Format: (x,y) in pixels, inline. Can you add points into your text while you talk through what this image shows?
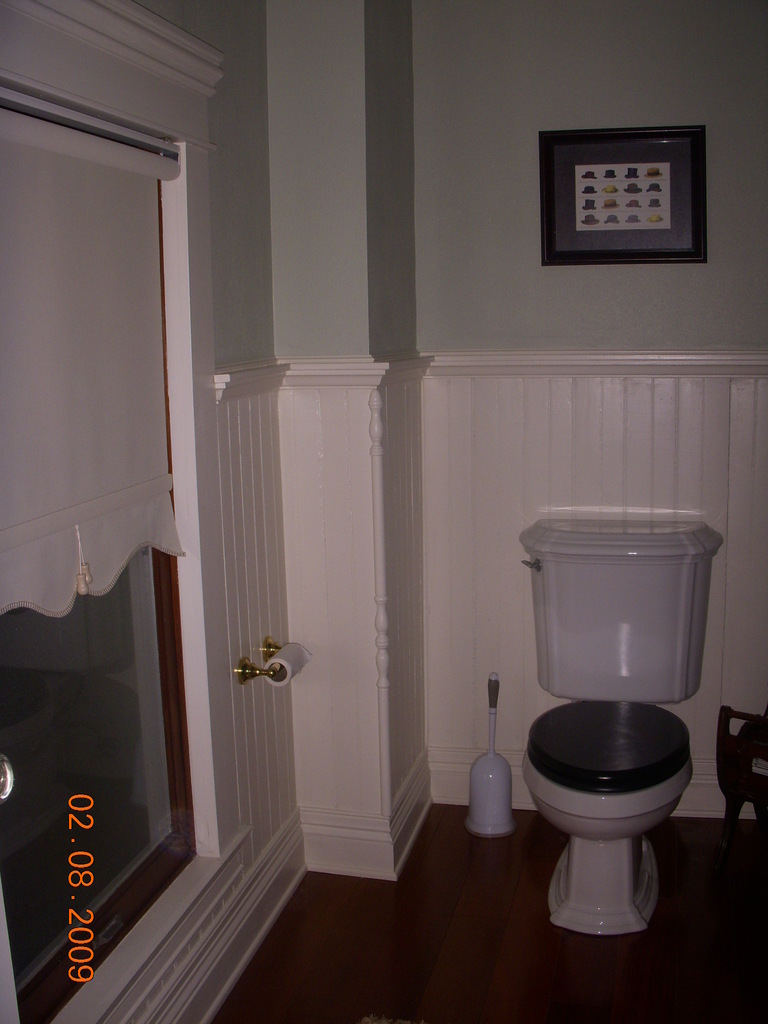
The picture is taken inside a washroom (494,521). In the background (607,589) there is a toilet seat (617,768). On the wall (319,674) there is a window (61,795) with blinds (107,515), toilet roll (277,662). In the background (576,233) on the wall (539,455) there is a frame (623,218). This is a toilet brush (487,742).
